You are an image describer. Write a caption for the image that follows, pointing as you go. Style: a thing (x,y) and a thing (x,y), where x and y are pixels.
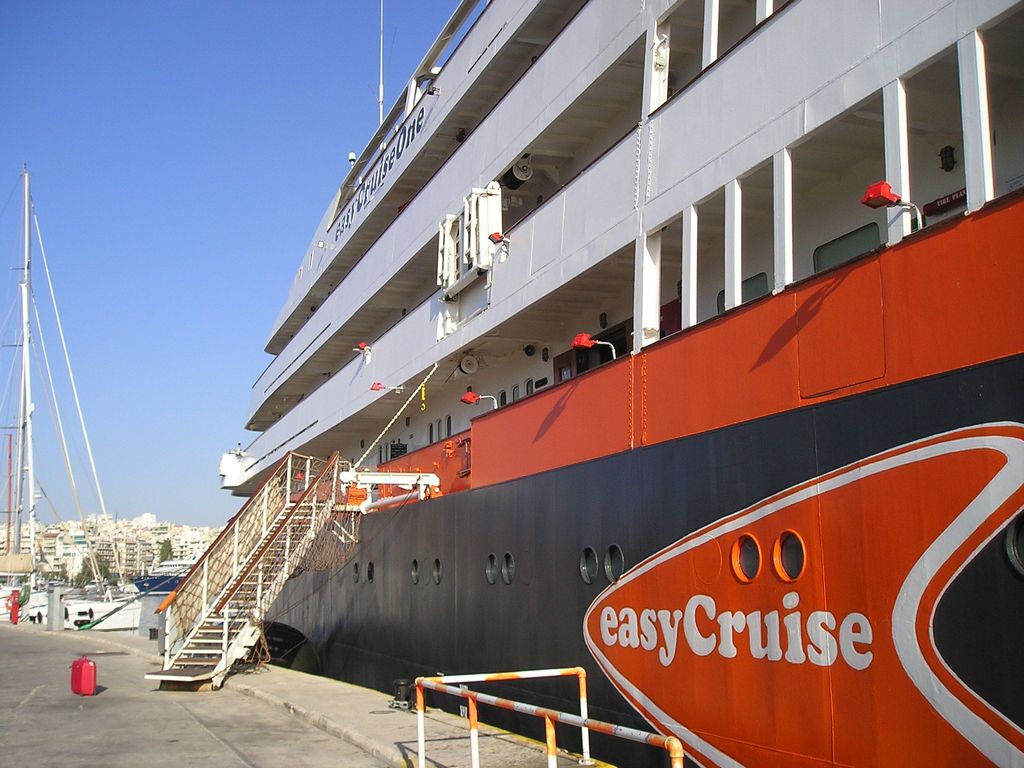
In this image there is a ship (599,464). There is text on the ship (417,219). To the left (122,717) there is the ground (346,738). There is a railing (558,712) on the ground (446,738). There are steps (271,562) from the ship (404,466) to the ground (156,718). In the background (101,554) there are buildings (101,554) and trees (169,549). At the top (186,193) there is the sky (186,193).
